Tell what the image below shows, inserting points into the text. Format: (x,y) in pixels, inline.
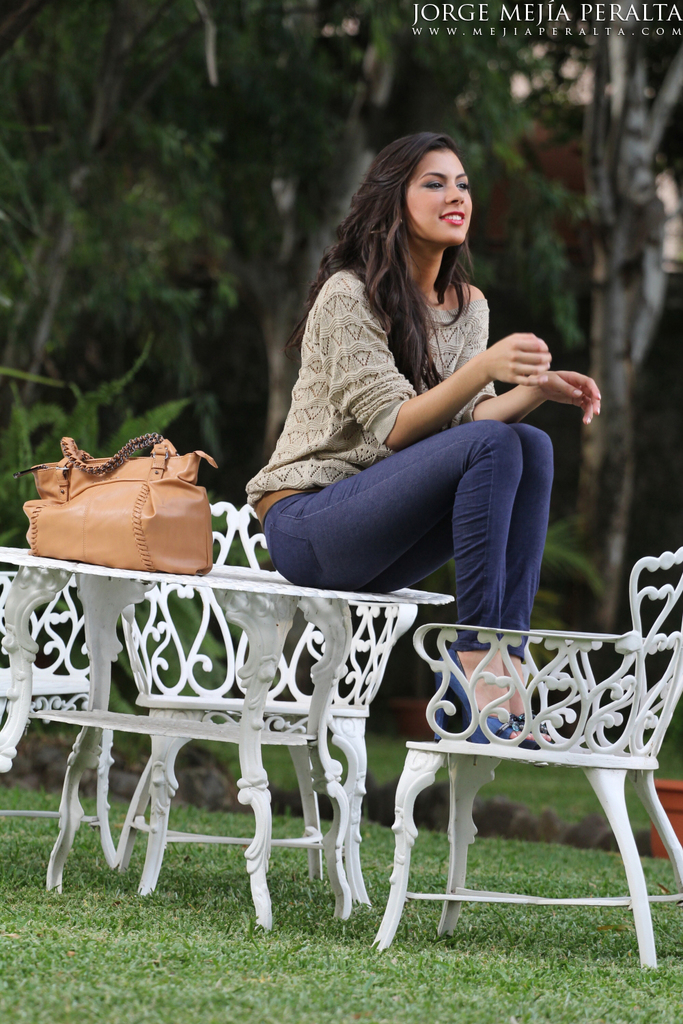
This picture is of outside. In the center (410,344) there is a woman (454,206) smiling and sitting on the table (246,588). There are some chairs (633,699) and there is a purse (143,496) placed on the top of the table (253,579). In the background (646,165) we can see the trees (496,108), green grass (570,936) and a pot (668,795).
